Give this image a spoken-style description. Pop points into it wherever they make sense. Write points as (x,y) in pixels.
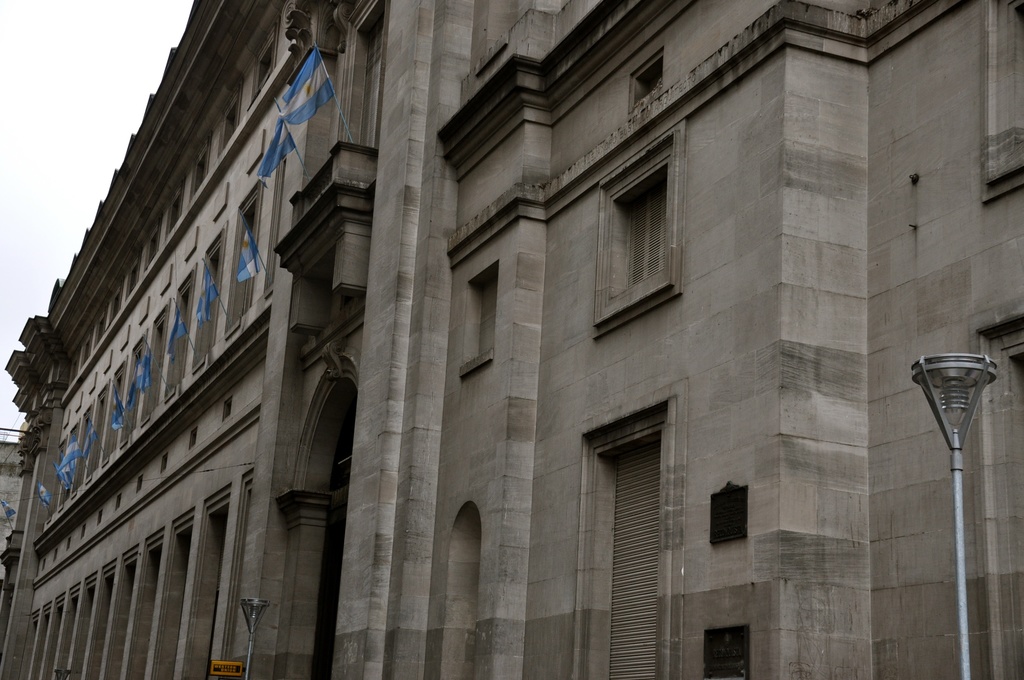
In this picture I can observe a building (445,455) which is in grey color. There are some poles (249,654) in front of the building (954,598) to which lights (959,393) are fixed. I can observe blue and white color flags (322,92) on the building (223,291). In the background (59,159) there is a sky (76,152).
